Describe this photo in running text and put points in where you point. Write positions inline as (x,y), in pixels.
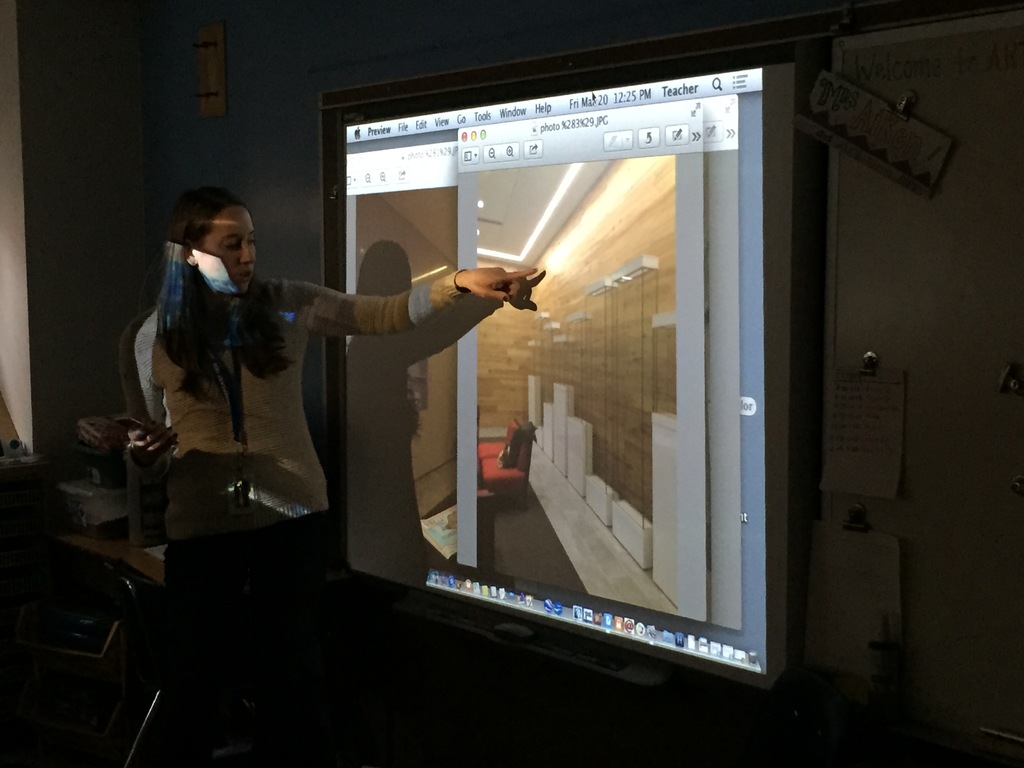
In this image I can see a person (227,478) standing wearing cream color jacket (228,465), in front I can see a projector screen (630,369) and I can see dark background (126,240).
